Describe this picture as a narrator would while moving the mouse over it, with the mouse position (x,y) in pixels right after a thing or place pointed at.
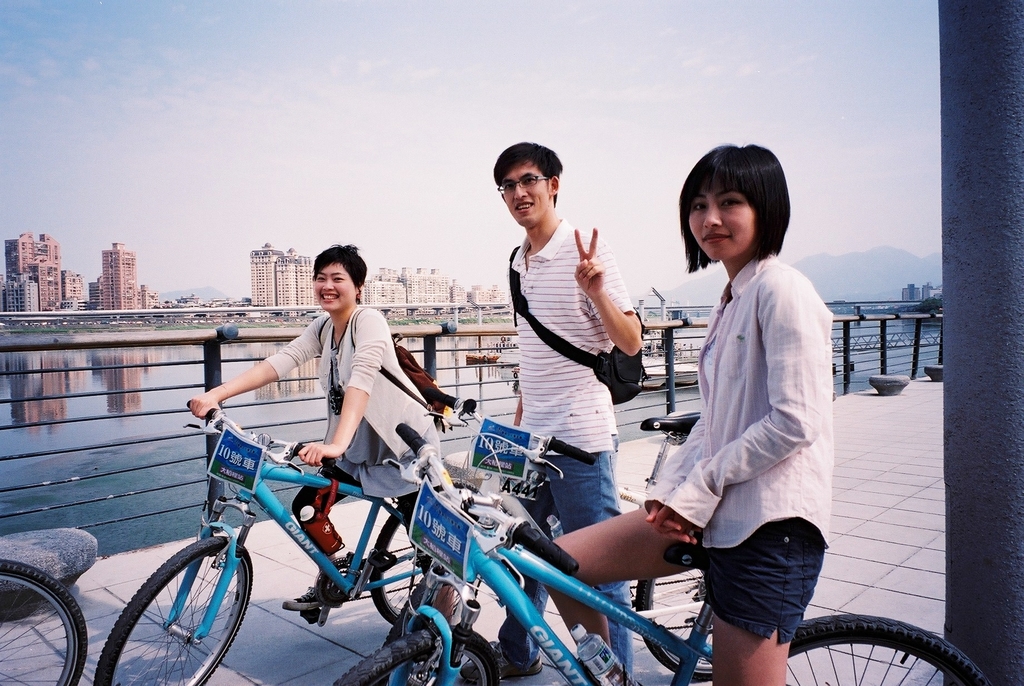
In this picture we can see three persons (728,240) two women (340,290) are on bicycle (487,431) and smiling and in middle (598,444) man (564,467) carrying bag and smiling and they are on road (841,464) and in the background (145,256) we can see buildings (297,292), sky (250,107) with clouds (158,133), water (302,406), fence (243,353), ship (653,374).
